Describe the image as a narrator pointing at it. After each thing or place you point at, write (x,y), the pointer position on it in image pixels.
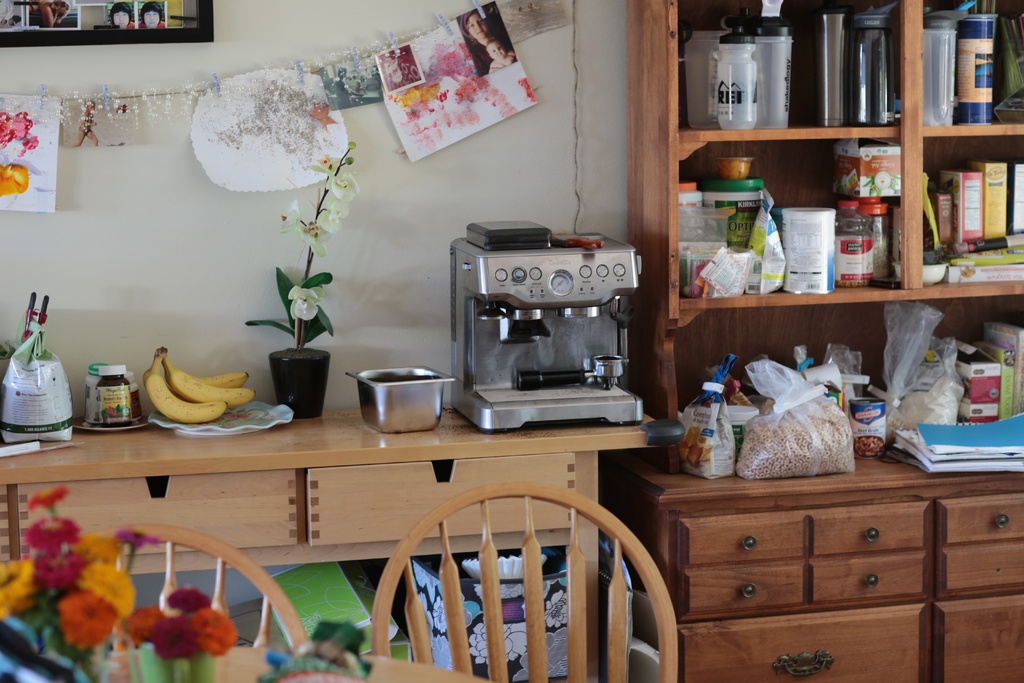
This is a picture in a house (858,205), these is a shelf (964,155) with food items (842,431), these is books (953,446), these are the drawers (827,556) the shelf (629,18) is in wooden made with an wooden. This is chair (380,626) and a table (231,677) on the top of the table (228,677) they are flowers (78,631) and this a table (151,508) with wood (134,448) on the table (208,453) there are banana (203,394) and flower pot (287,372) and these are the photos (489,51) they are hanging to a rope (65,105) and this wall (470,204) with white painted color (391,197) on the wall (276,15) there is a photo frame (101,22), this is a coffee machine (518,313).
